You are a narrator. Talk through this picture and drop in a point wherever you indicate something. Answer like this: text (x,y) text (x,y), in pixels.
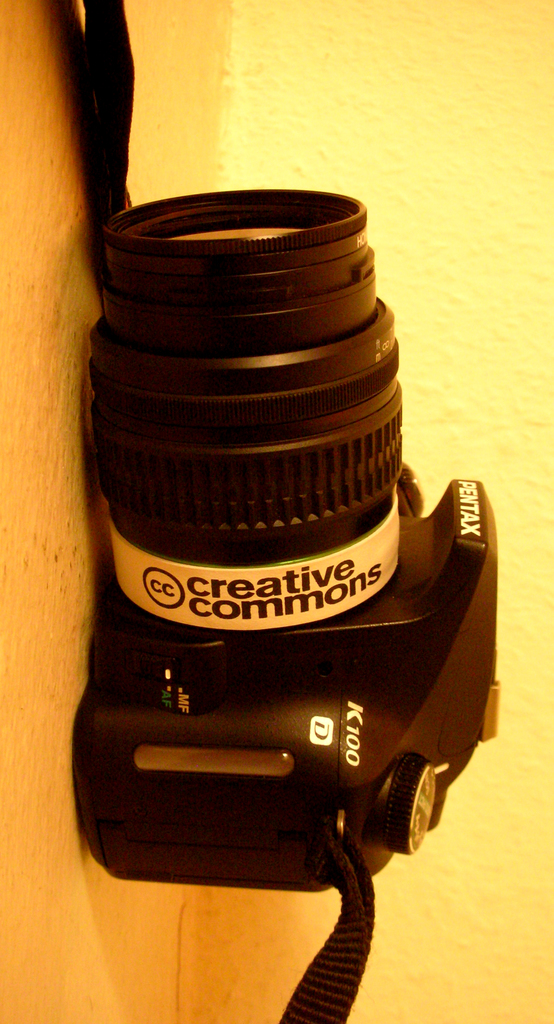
On this surface (30,175) we can see a camera (358,835). Something written on this camera (375,621). Background there is a wall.
